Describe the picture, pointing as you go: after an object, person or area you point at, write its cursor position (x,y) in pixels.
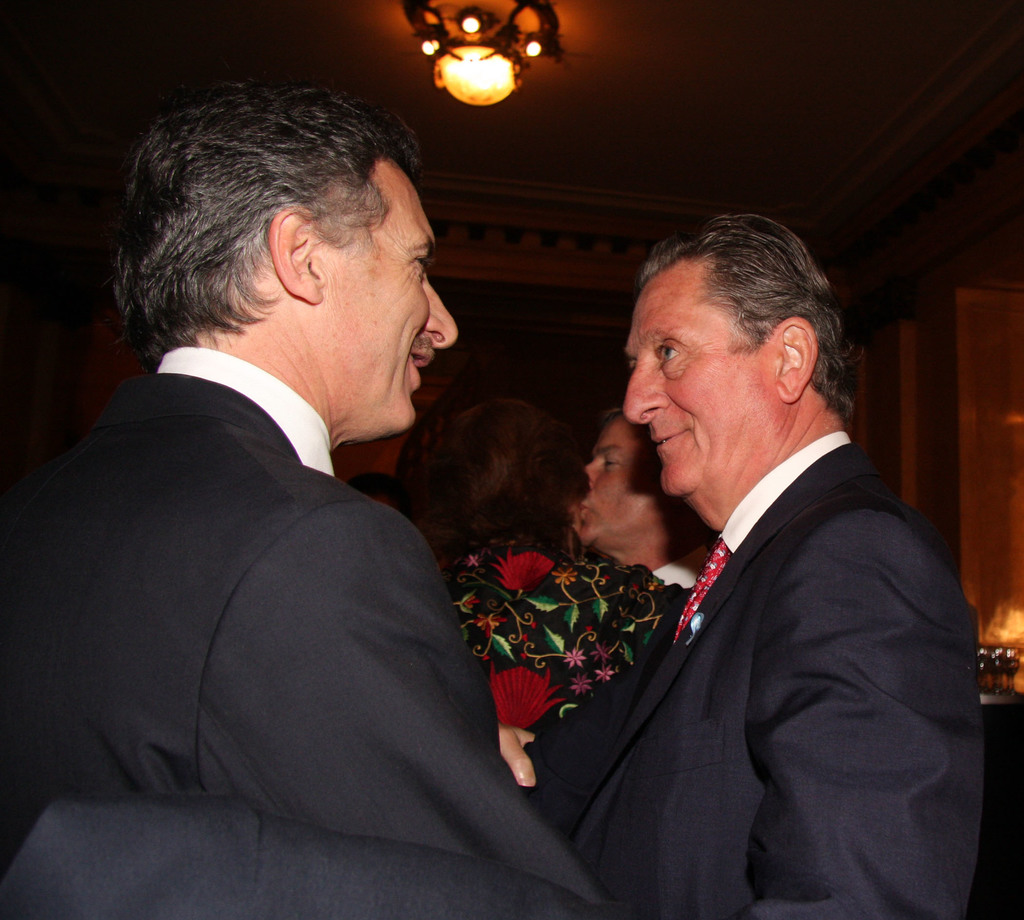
In the foreground of the picture (768,578) there are two men (792,744) wearing suits (404,711), behind them there are people (534,511). At the top (471,84) there is a light (504,55) to the ceiling (530,64). On the right (994,679) there are glasses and a fireplace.
